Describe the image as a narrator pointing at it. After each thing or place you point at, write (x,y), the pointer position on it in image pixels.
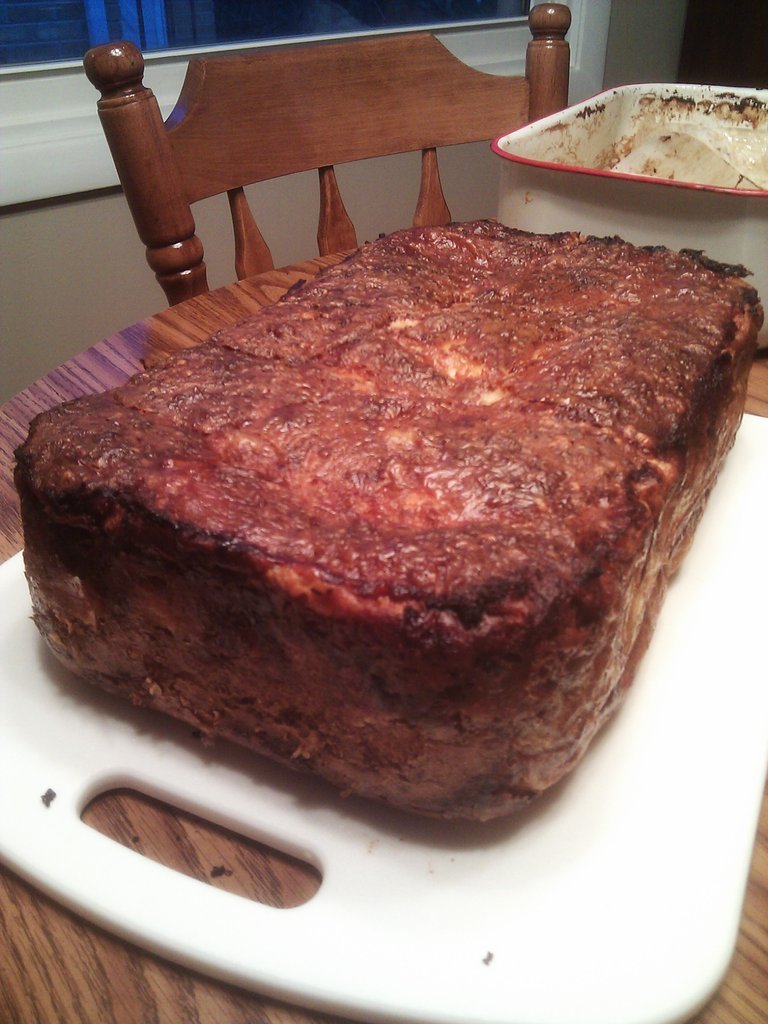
there is a table (170,341) and there is a chair (190,284) beside the table (180,319). There is a plate (634,827) and a bowl (659,182) on a table (178,332), there is a window (74,106) at the back of the chair (303,138).
